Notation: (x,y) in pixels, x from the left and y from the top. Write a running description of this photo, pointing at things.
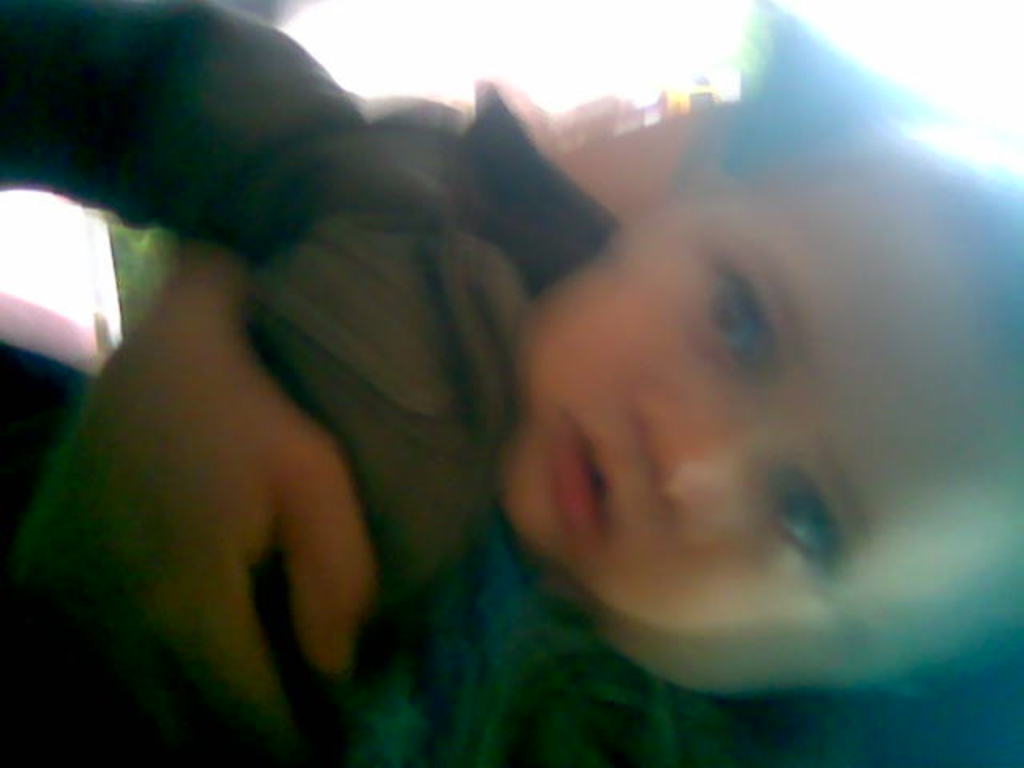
It is a blur image, there is a small baby (624,336) being held by some person (206,459).
